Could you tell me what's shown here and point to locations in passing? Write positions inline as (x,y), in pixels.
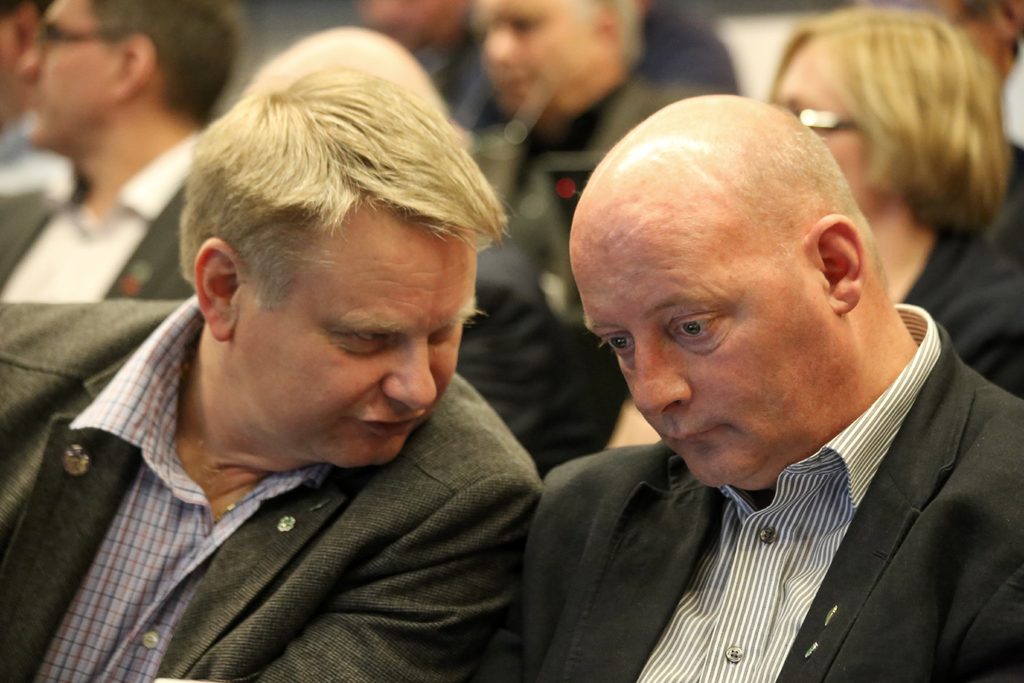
In the center of the image (352,393) we can see two persons (648,574) are in different costumes (467,575). In the background (174,128), we can see a few people (575,124).
